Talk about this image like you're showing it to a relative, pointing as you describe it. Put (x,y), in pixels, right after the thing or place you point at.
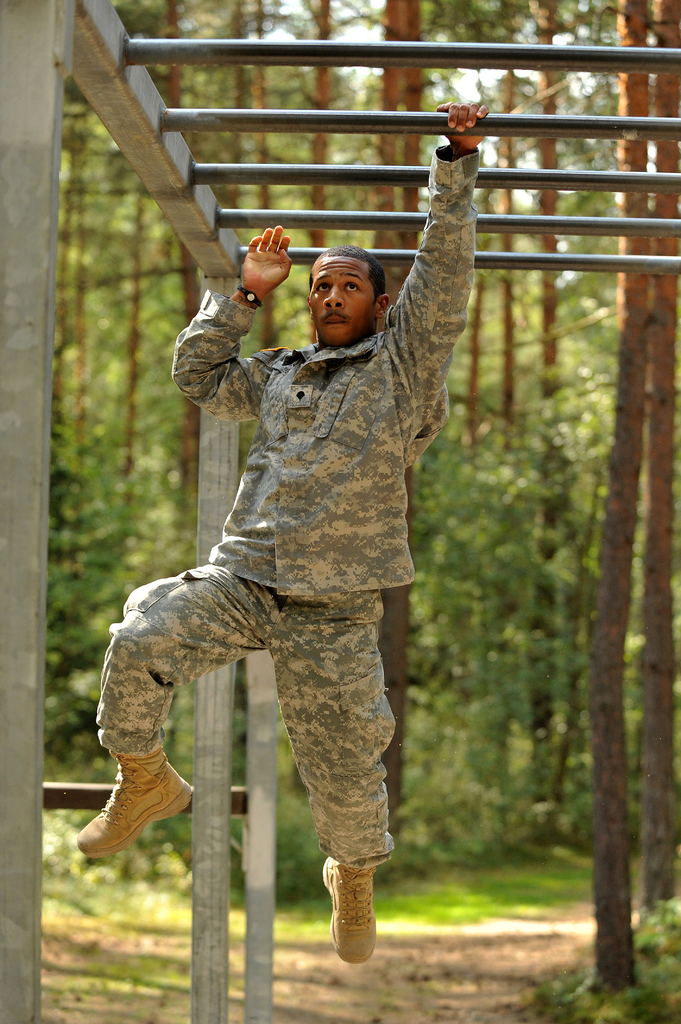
In this image I can see the person (258,572) holding the rod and the person (318,337) is wearing military uniform (301,603). In the background (503,372) I can see few trees (515,330) in green color and the sky (472,73) is in white color.
